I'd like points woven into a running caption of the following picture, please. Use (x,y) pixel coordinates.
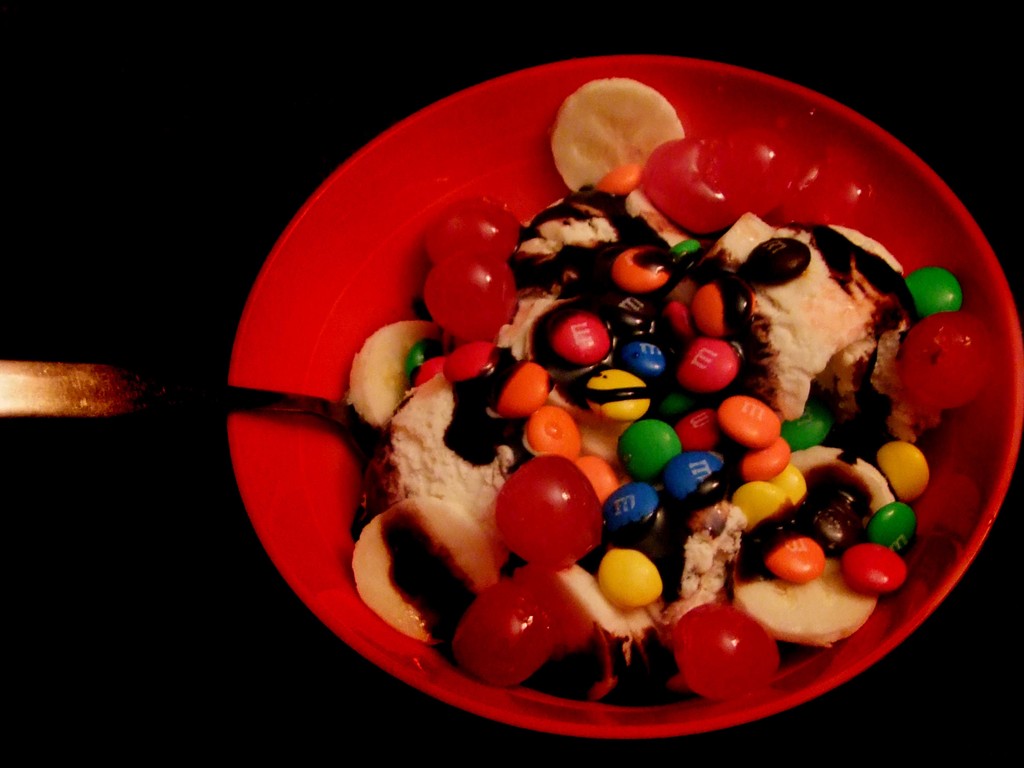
In this image we can see food items (561,422) in a bowl (365,302) and a spoon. There is a dark background (889,34).
